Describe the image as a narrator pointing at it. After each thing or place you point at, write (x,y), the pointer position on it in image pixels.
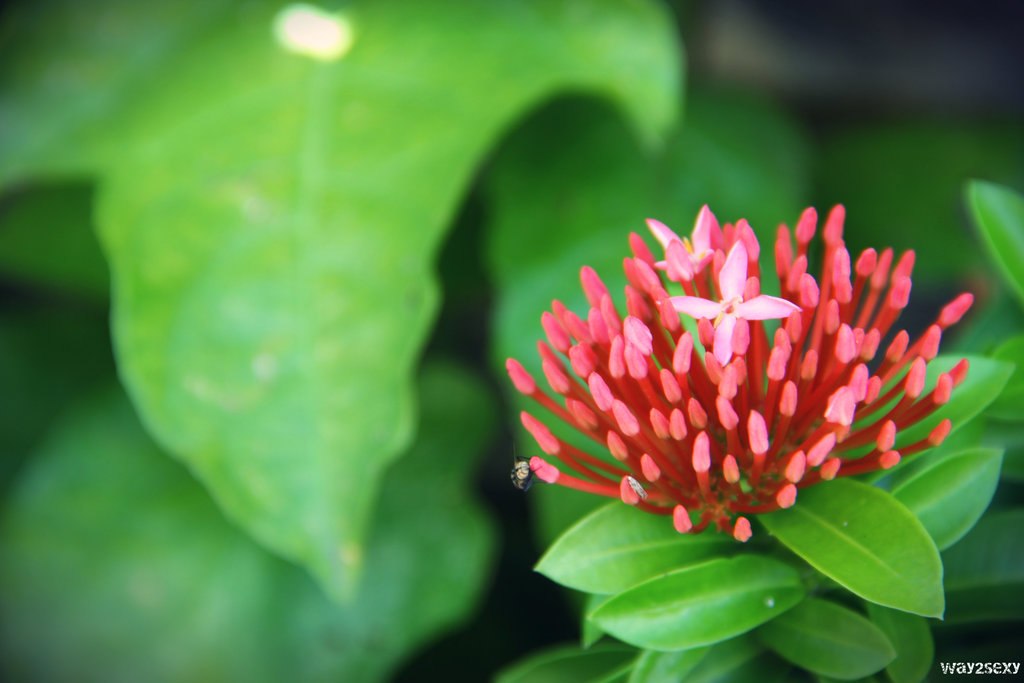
In the picture i can see a flower (638,407) which is grown to the plant (802,513), i can see an insect (519,471) and leaves (810,516) which are in green color.
